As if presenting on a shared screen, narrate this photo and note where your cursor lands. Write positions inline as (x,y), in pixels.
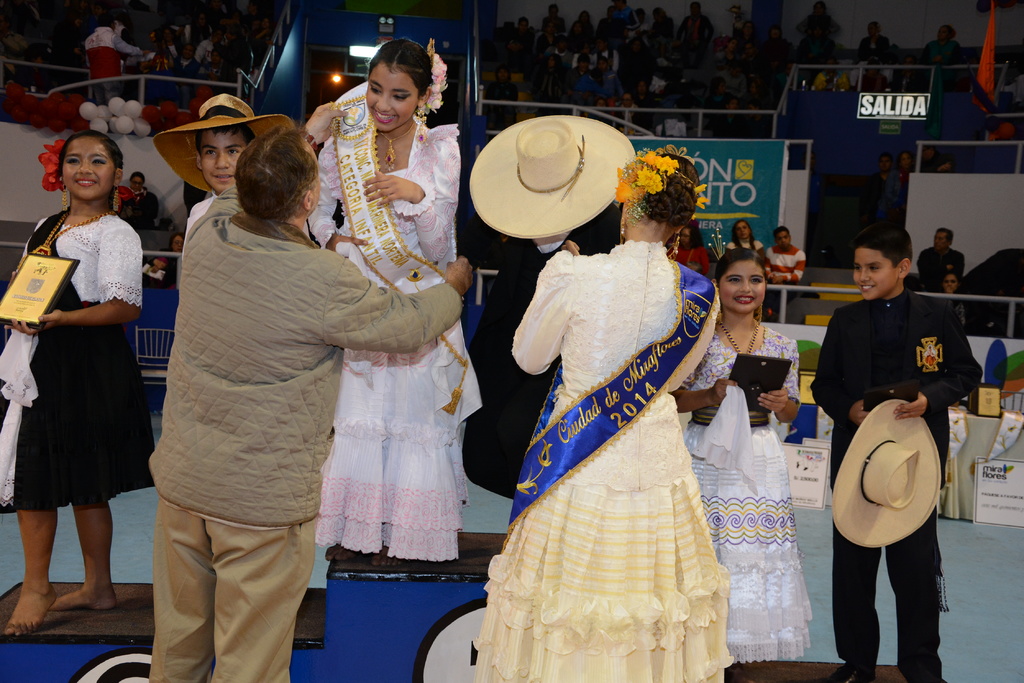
In this image we can see a man (433,307) and a woman (608,337). The man (269,420) is wearing grey color jacket (265,423) with light brown pant (258,579) and the woman (563,592) is wearing white color frock (594,561) and sash (652,363). In front of them, children (392,487) are standing. One girl (363,165) is wearing white-pink color dress (437,492) and sash (395,225). Background of the image (736,57) we can see so many people (697,58) are seating, charts (810,462) are there, railing (805,287) is there and chair (164,360) is present. We can see one flag (982,67) in the top right of the image (986,49).
